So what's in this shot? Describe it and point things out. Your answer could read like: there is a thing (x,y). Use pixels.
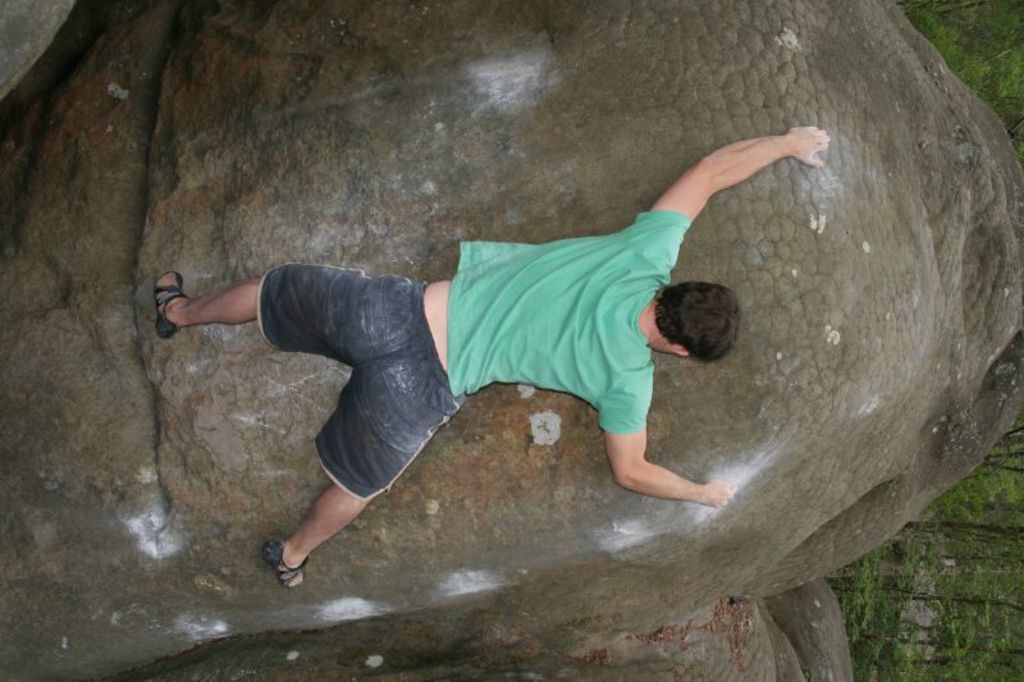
In this image we can see many trees (946,617) at the right side of the image (974,607). A person (500,309) is climbing a rock (1008,371) in the image.
